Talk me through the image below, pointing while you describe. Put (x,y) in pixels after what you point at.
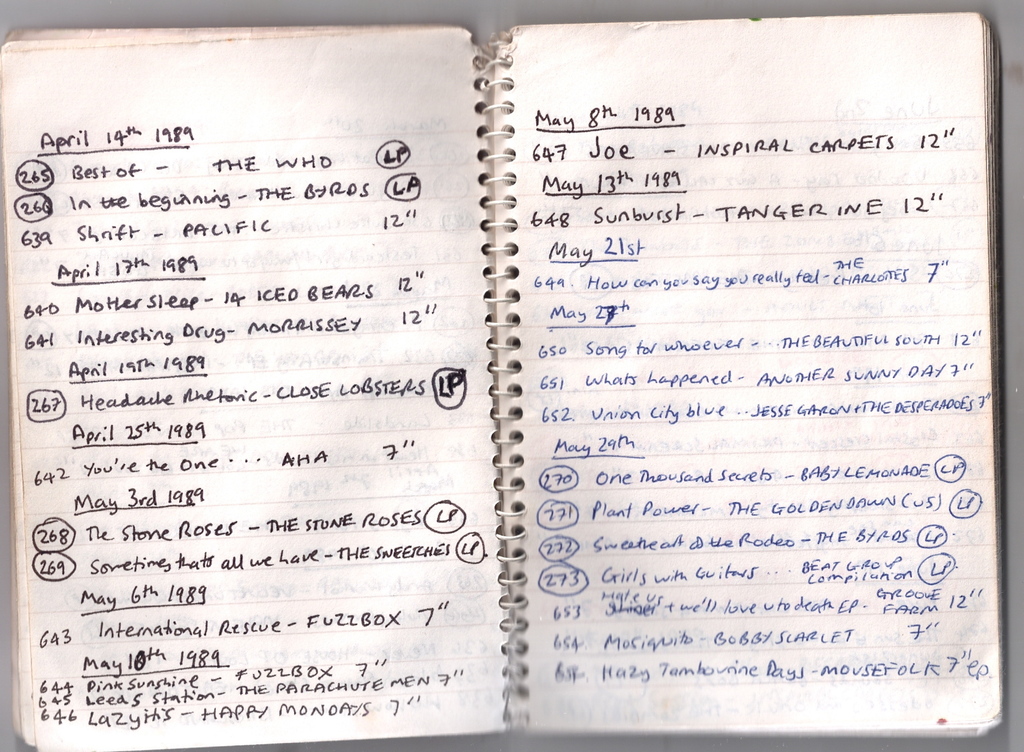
This looks like a book (592,702) with the spring binding (482,85). I can see the letters (339,183) and numbers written in the books (398,269). These are the papers (805,138).
